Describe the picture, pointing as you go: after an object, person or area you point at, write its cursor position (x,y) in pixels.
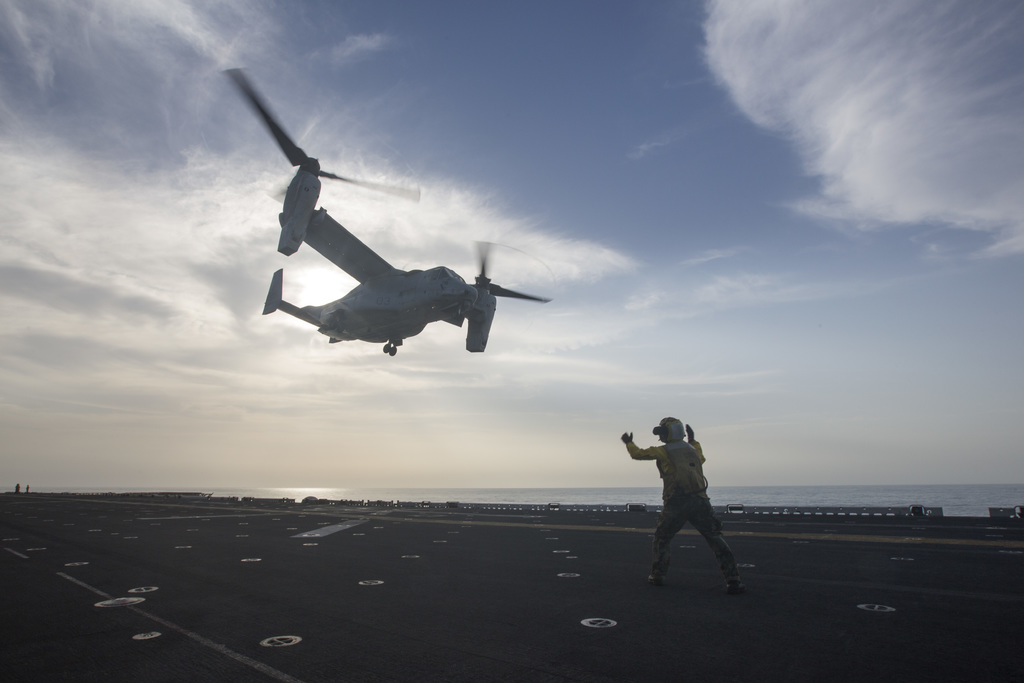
Here in this picture we can see a man (689,477) standing on the deck (597,621) and we can see an aircraft (386,324) flying in the air (356,357) and we can see clouds (384,213) in the sky (705,131).
